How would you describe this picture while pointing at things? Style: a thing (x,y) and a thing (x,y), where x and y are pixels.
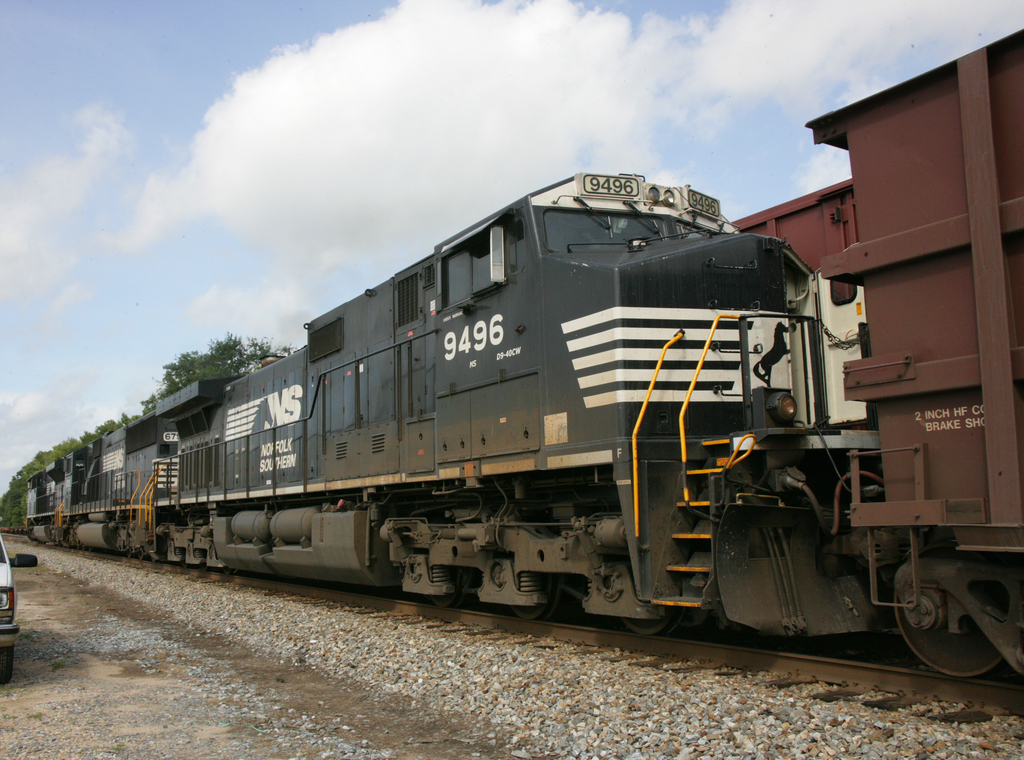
In this image I can see the train (668,596) on the track (583,636). And I can see the number 9496 (463,352) is written on the train (631,423). To the side I can see the rocks (140,656) and vehicle (12,601). In the background (169,359) there are trees (225,347), clouds (57,411) and the sky (106,53).
